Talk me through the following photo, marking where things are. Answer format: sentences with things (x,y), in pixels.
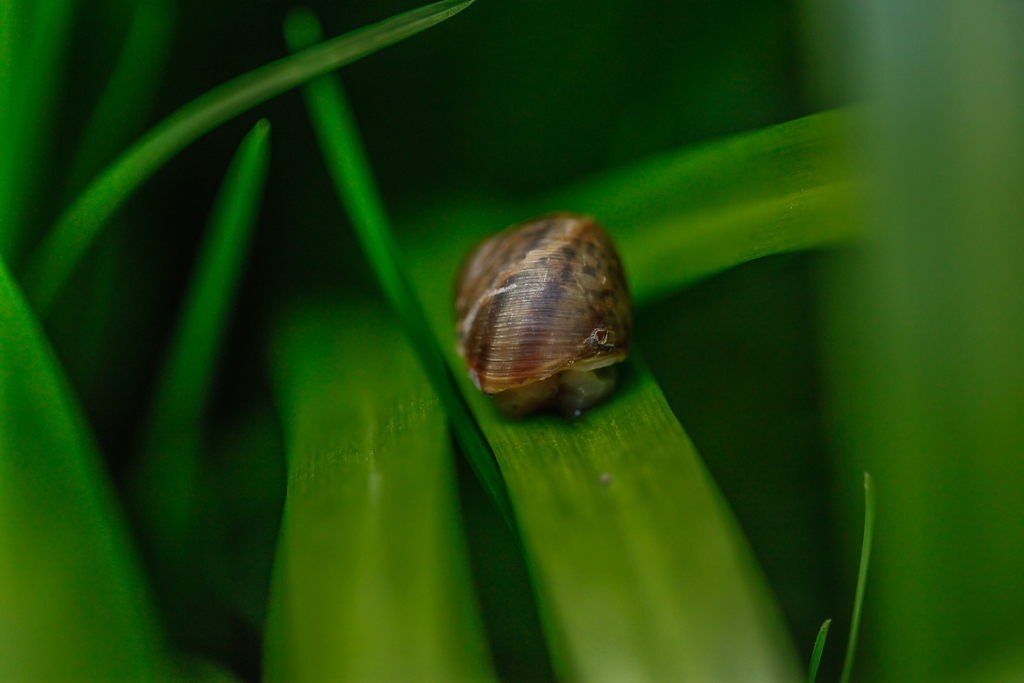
In the foreground of the picture (535,327), there is a snail (527,313) on a leaf (605,515). Around it we can see few leaves (133,171).
